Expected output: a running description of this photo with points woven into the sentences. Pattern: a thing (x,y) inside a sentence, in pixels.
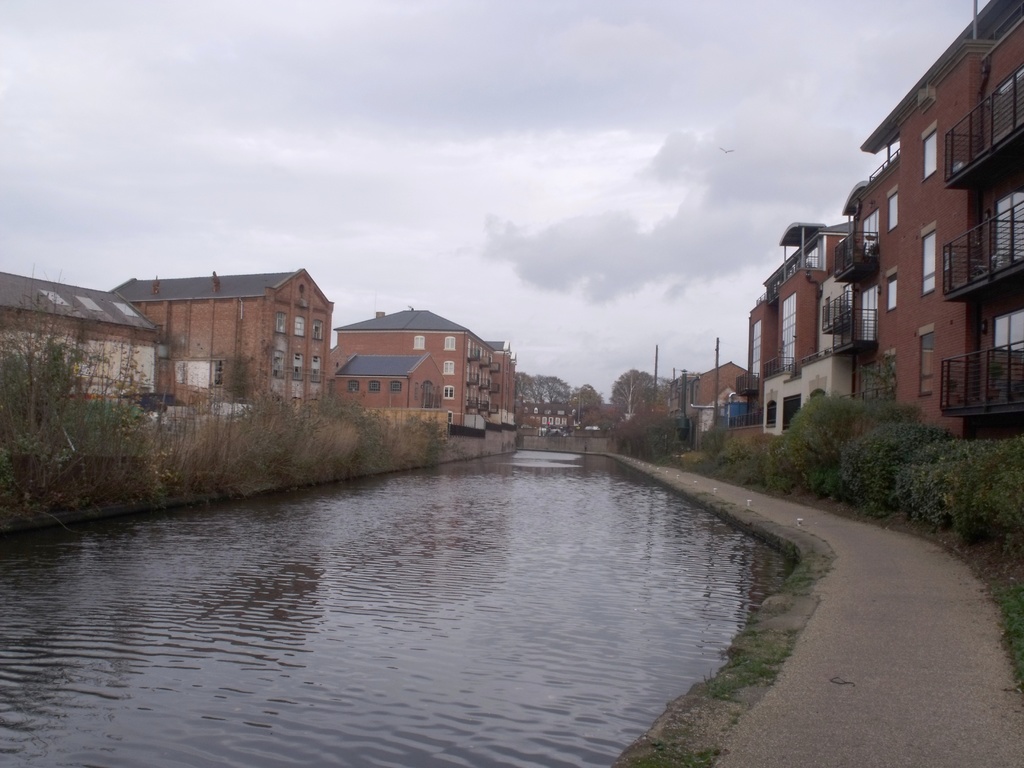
In this image there is the sky (470,205) towards the top of the image (527,175), there are clouds (635,176) in the sky (557,66), there are buildings (767,377), there are windows (928,286), there are plants (818,430), there is water (425,622) towards the bottom of the image (530,520), there is road (864,609) towards the bottom of the image (851,630), there are poles (716,425).
